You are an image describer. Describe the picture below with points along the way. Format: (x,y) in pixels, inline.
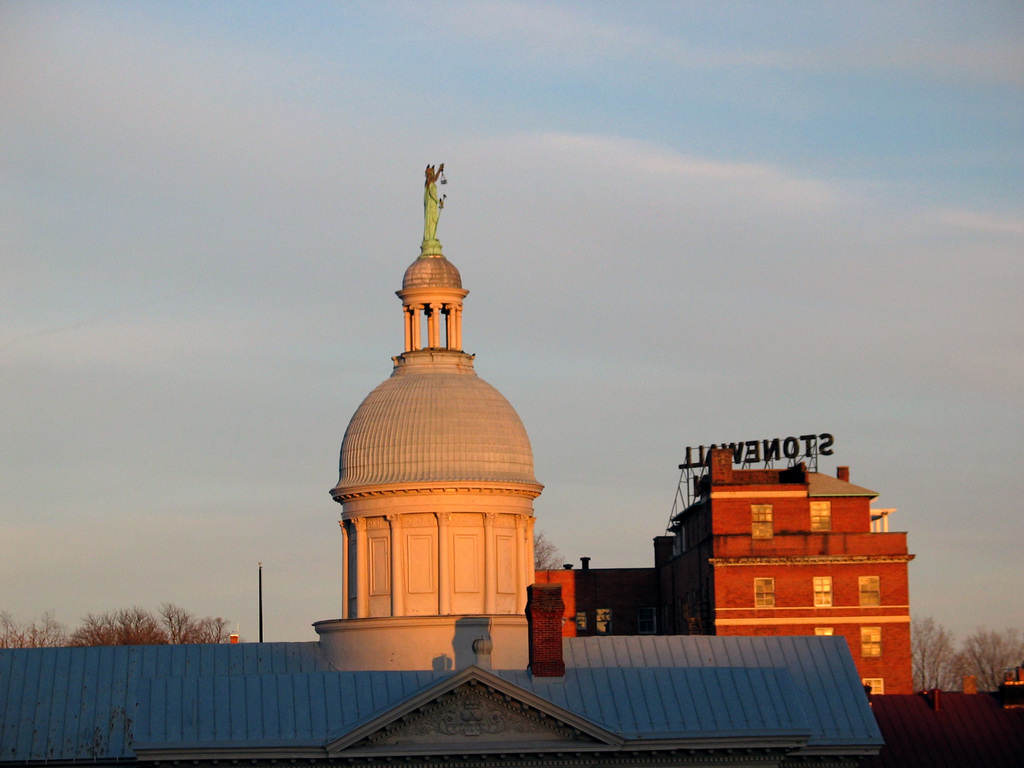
In this image there is a statue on the top of one of the buildings (419,333), there are trees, a pole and some clouds (323,142) in the sky (323,142).
